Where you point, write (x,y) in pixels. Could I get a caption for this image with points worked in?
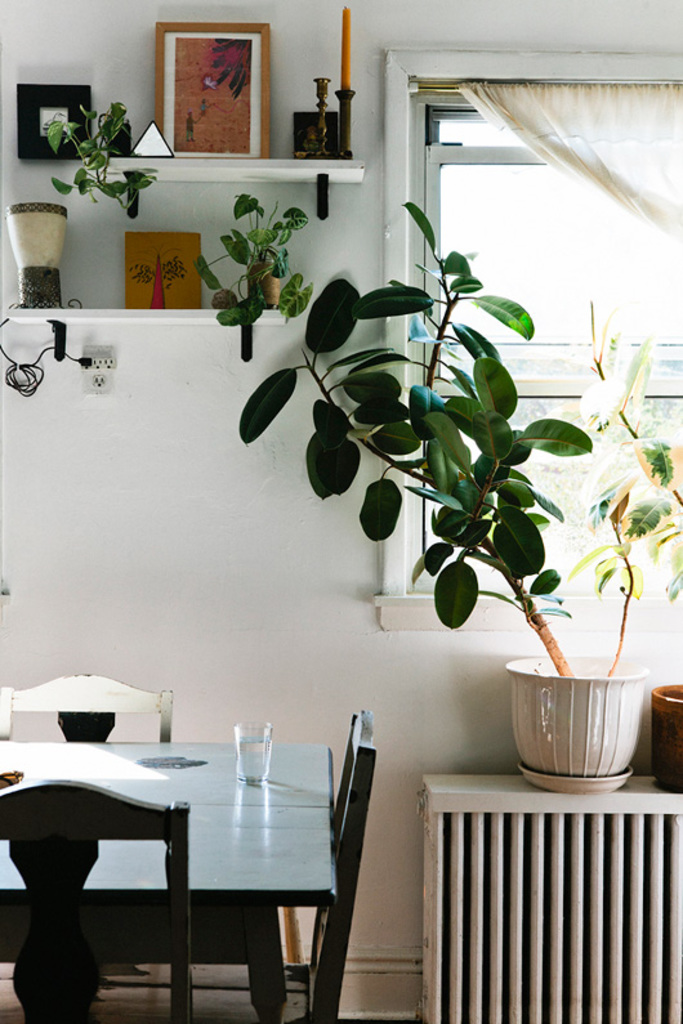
This picture is clicked in a room (236,610). To the below left corner of the image (198,776) there is a table (187,764) and chairs (108,718) beside it. On the table (234,814) there is a glass (249,751) of water (247,758). To the above left corner of the image (177,170) there is a shelf (168,170) and in it there are plants (272,253), picture frames (220,91), candle holder (347,115) and a candle (344,72) is placed. To the right corner of the image (682,809) there is a radiator (583,796) and on it there is a flower pot (590,701). Behind it there is a window (555,226) with curtains (560,134). In the background (158,497) there is a wall (55,519) and a power socket (92,367).
